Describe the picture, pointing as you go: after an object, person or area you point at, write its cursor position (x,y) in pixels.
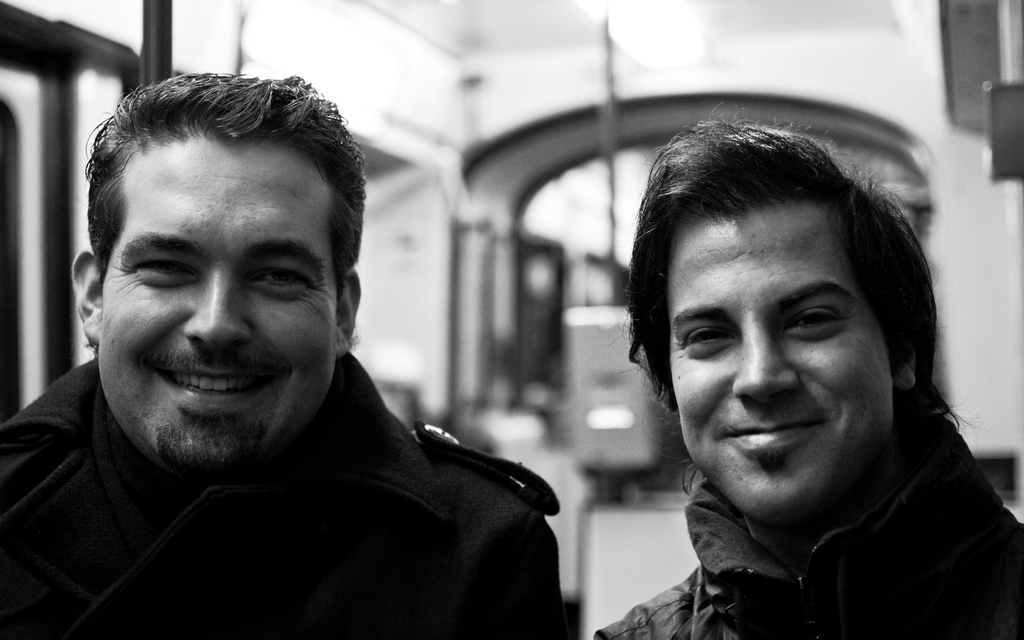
In this image we can see two persons (455,459). There is a light (662,25) and a pole (154,47) in the image. There are many objects (966,60) behind the persons (221,110).
